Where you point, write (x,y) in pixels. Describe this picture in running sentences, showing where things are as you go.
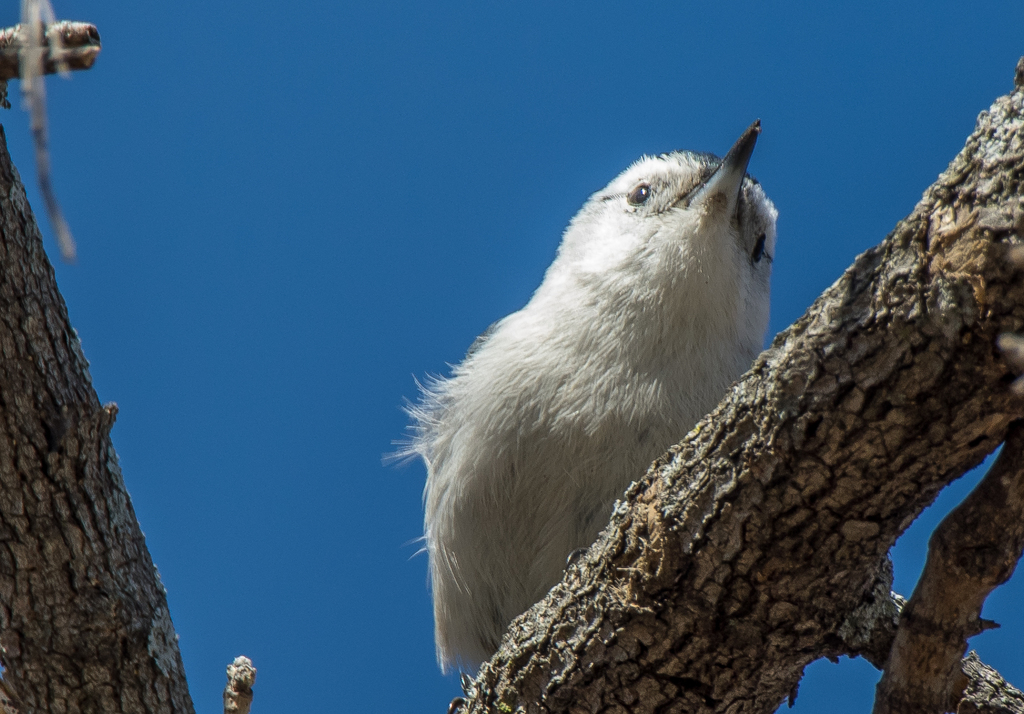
In this image we can see a bird (599,401) on the branch (788,474) of a tree (757,486), in the background (448,217) we can see the sky (393,113).
